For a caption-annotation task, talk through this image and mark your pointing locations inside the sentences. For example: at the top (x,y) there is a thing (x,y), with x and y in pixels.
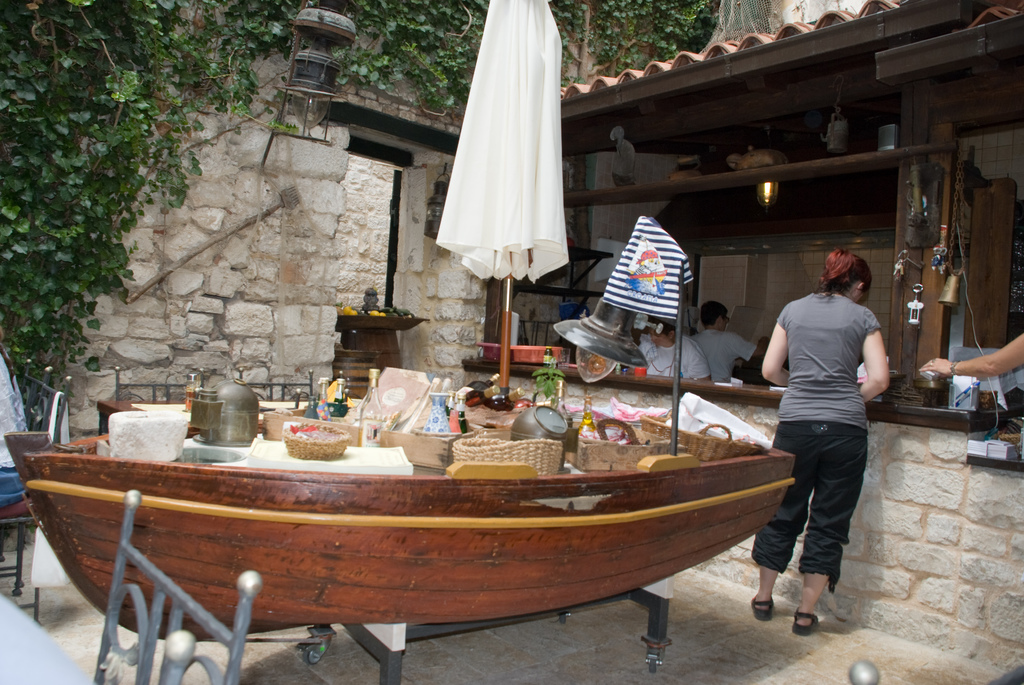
In this picture, we can see a few people (744,340), ground (722,584) and some objects (763,455) on the ground (756,649), like chairs (238,640), and table (456,561) in a boat structure (538,496), and some objects (520,426) on it, like baskets (467,445), bottles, containers (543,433), umbrella (504,380), and we can see store (889,309), and some objects (914,231) in it, we can see the wall (265,99) and some objects (900,251) attached to it, we can see lights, plants (108,133), and some poles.
